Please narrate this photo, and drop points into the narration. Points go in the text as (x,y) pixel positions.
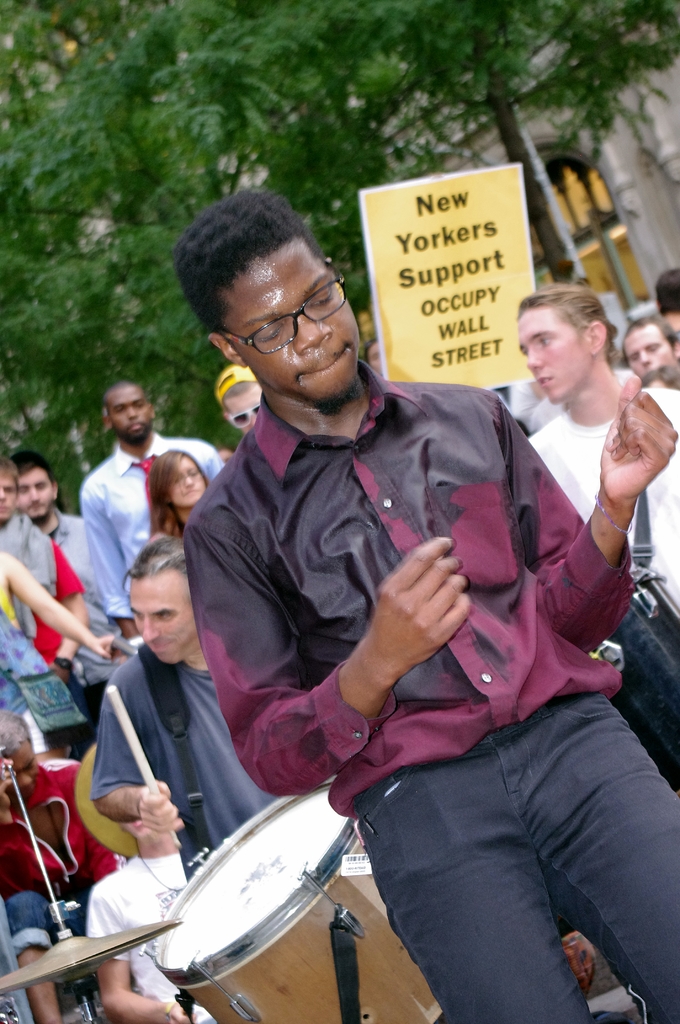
Front this man (504,713) is dancing, as there is a movement in his hands (648,439). This person (154,756) is playing a musical drum (198,854) with sticks (133,746). Far this persons (182,490) are standing. There are trees (280,102). Backside of the trees (453,68) there is a building (604,159). This is a poster (476,255) in yellow color.
